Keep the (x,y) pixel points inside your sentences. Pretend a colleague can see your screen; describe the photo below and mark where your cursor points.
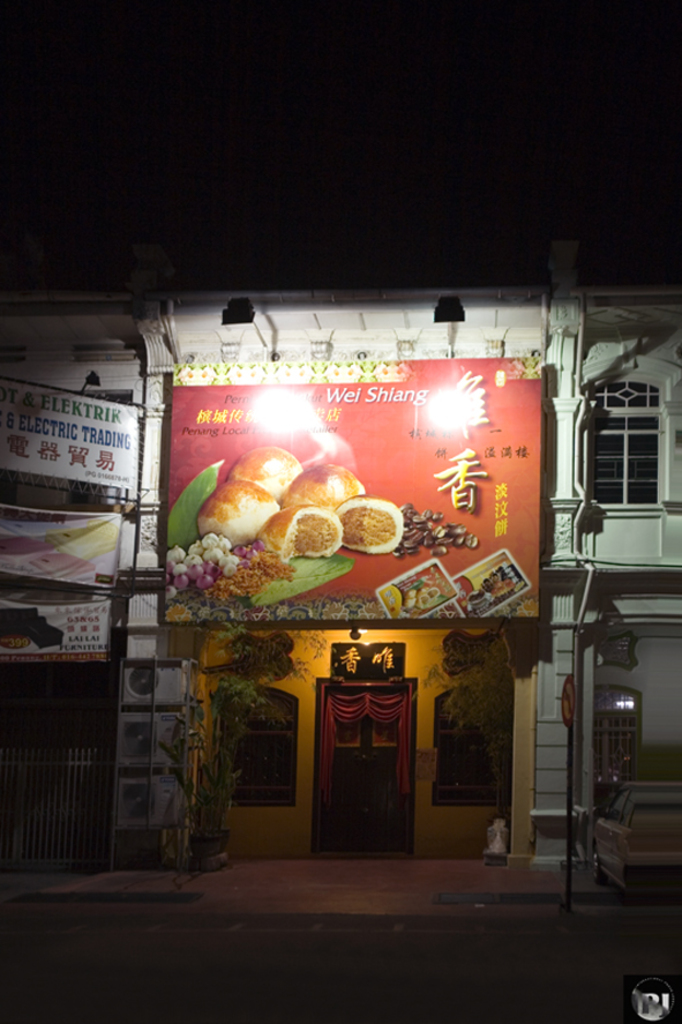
In this picture the sky (348,93) is totally black. Here we can see a place (149,559) before which there is a advertisement board (367,373) of a restaurant (344,371). This place (305,845) has a door (320,800), it has windows (634,382) and the building (340,329) is in white colour.
